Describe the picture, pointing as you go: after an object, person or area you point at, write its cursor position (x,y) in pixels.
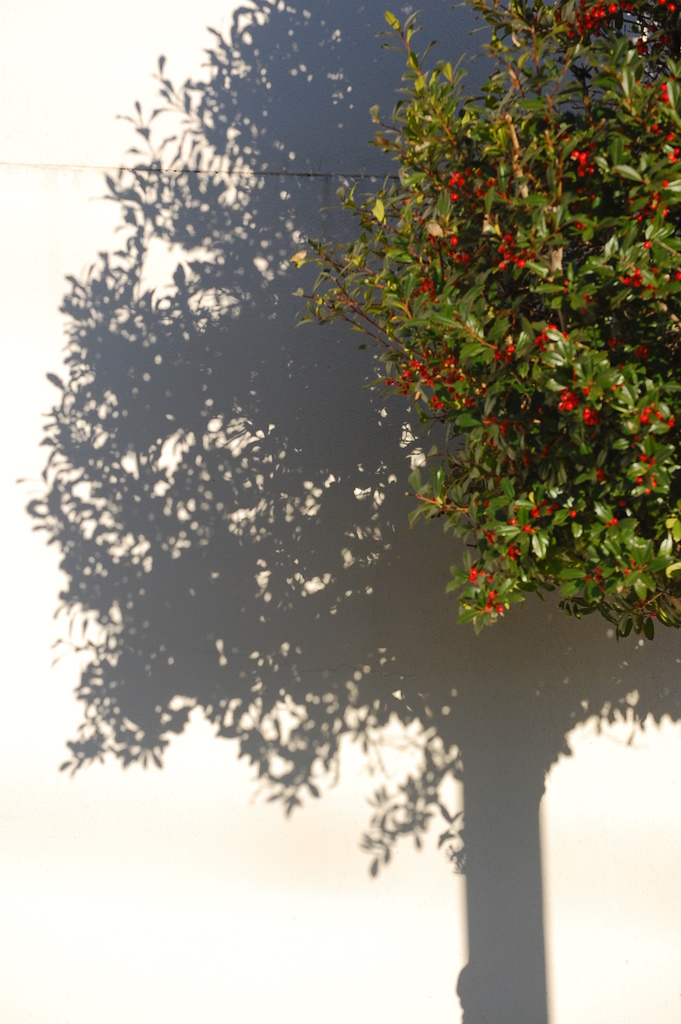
In this image there is a plant (521,320) with red color berries (556,328) on the right side (507,250). In the background (177,315) there is a wall (310,616) to which there is a shadow (507,911) of the tree (592,457).
